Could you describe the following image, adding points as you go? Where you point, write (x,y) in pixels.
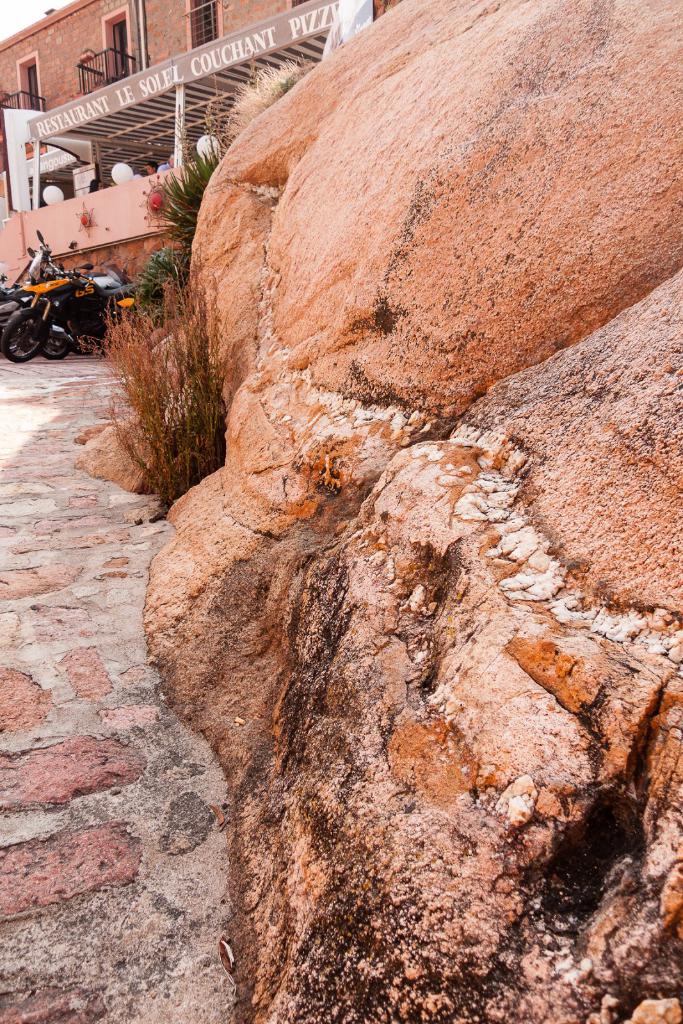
There are rocks (316,497). Near to that there are plants (191,199). In the back (100,101) there is a building (117,70) with windows (110,34), balconies (128,59), name boards (104,104). Near to that there are motorcycles (24,289).
